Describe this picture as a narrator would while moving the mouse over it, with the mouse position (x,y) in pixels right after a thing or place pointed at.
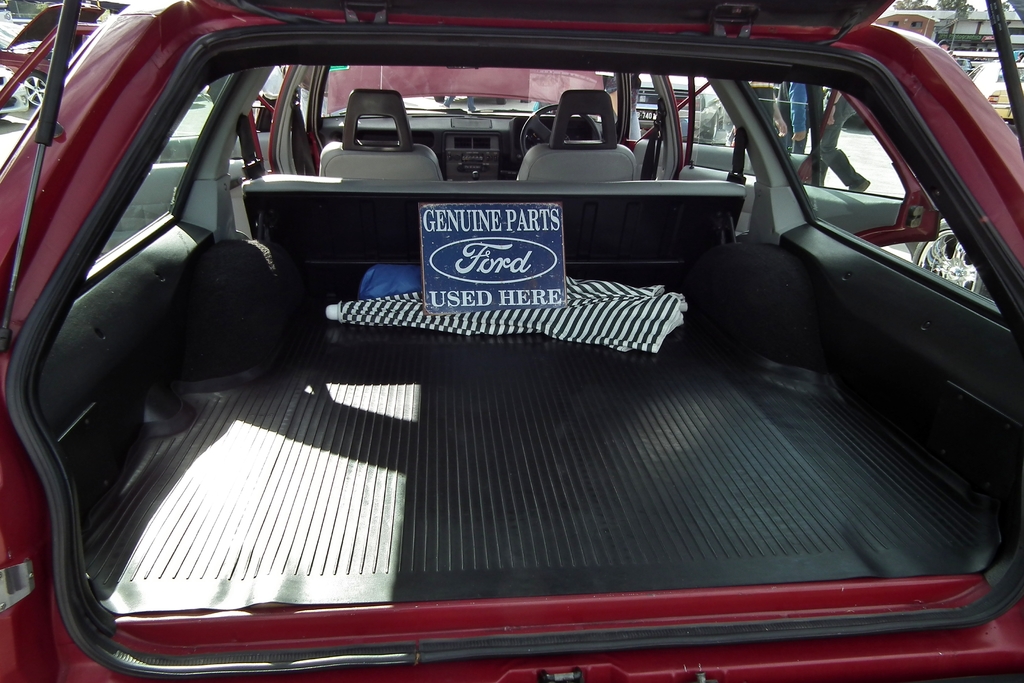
This picture shows a car (47,148) and we see a board (455,242) and an umbrella (369,302). All the doors (906,225) of the car (643,67) are opened and we see few vehicles (701,109) parked and building (983,36) and trees (946,1).
